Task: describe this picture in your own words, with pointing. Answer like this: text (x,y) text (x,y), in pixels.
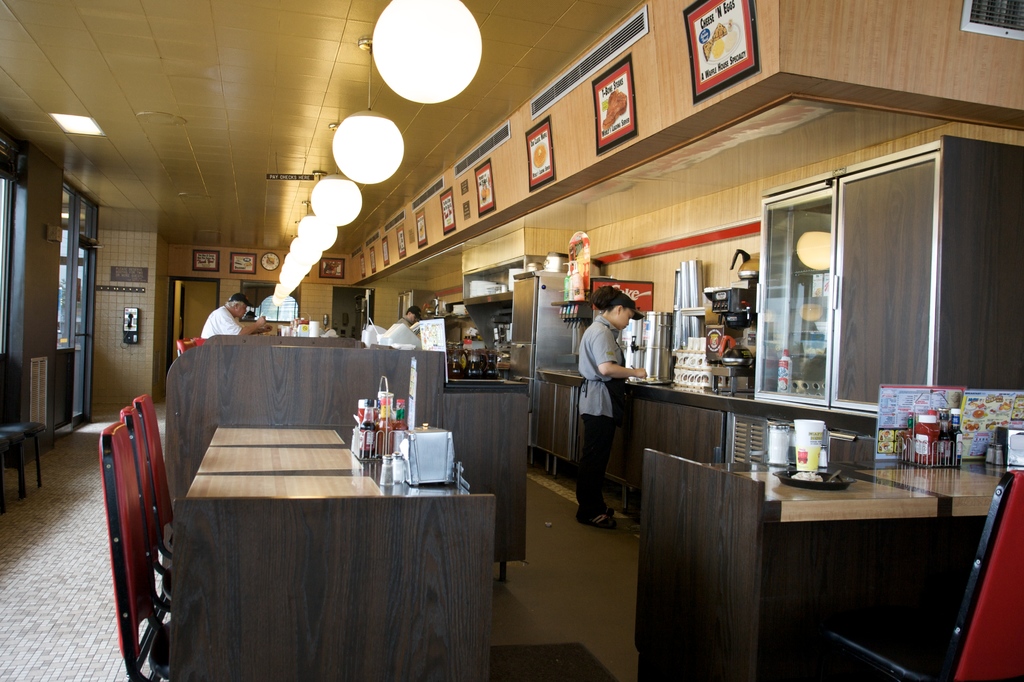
At the top (228,17) we can see ceiling (247,52) and lights (417,59). We can see boards (547,169) here at the top (492,203). We can see persons (603,380) standing here on the floor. These are chairs (150,529) and tables (804,505) and on the table (920,495) we can see bottles (932,444), plates (806,484). This is a platform (664,392) and on the platform (681,391) we can see cupboard (810,314), machine (735,343). This is a floor (23,564).
